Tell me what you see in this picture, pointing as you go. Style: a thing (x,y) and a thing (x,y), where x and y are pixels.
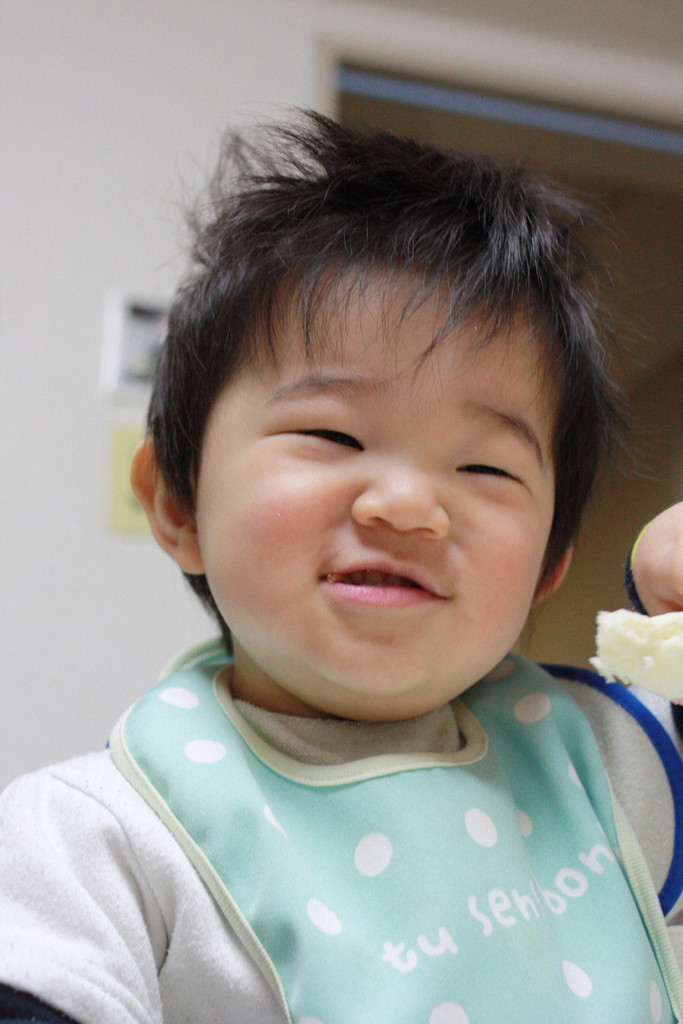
In this image in the front (374,683) there is a boy (376,752) smiling. In the background (254,145) there is a wall (159,158) which is white in colour.
